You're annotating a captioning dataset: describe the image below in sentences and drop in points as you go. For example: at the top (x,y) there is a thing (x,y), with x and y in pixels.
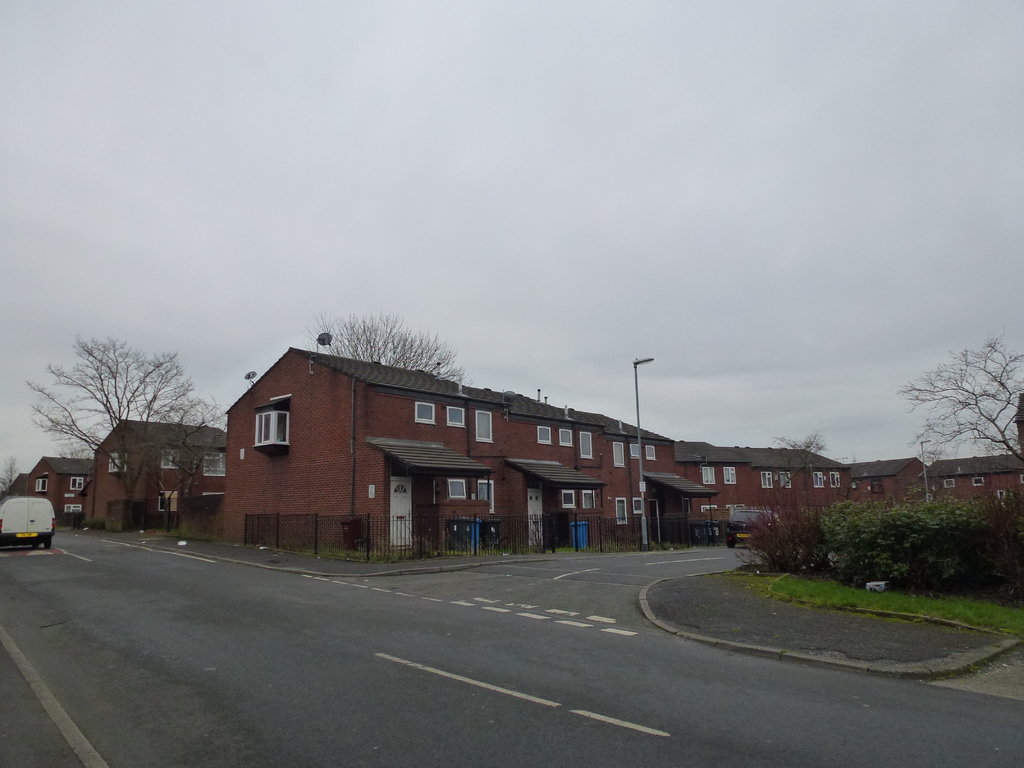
In this image we can see the houses (573,463), trees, plants (966,531), grass (894,608) and also the light pole (635,375). We can also see the fence (628,529) and also the vehicles (729,527) passing on the road (428,661). In the background (937,60) we can see the cloudy sky (781,150).
